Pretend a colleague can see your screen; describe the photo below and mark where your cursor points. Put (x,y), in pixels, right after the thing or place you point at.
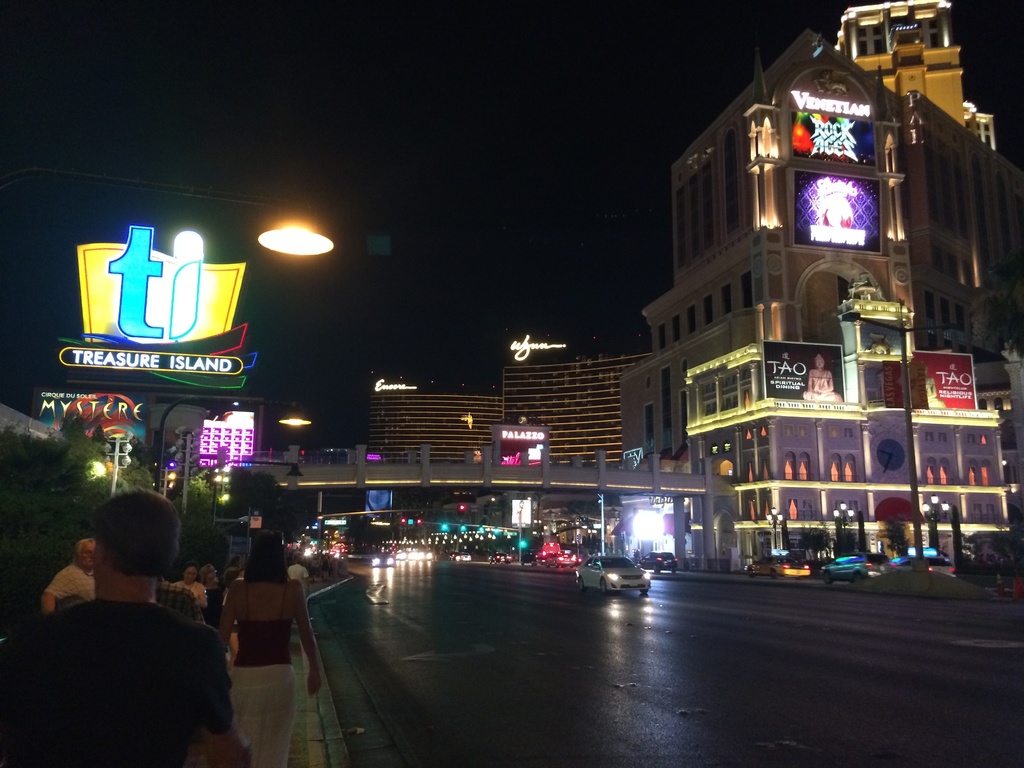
In this picture we can see vehicles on the road (509,672) and people (274,668) on the footpath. In the background (303,446) the sky (981,88) is dark and we have many buildings (897,425).
